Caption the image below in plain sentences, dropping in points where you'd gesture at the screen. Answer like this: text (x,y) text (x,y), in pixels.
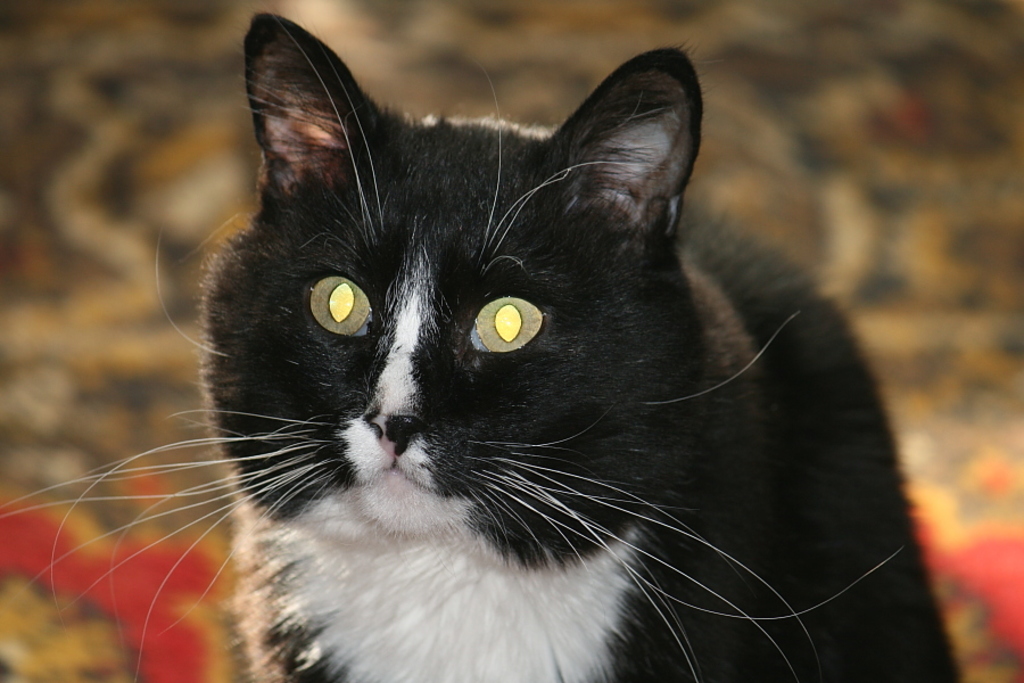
In this image we can see a cat (650,457) on the surface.
